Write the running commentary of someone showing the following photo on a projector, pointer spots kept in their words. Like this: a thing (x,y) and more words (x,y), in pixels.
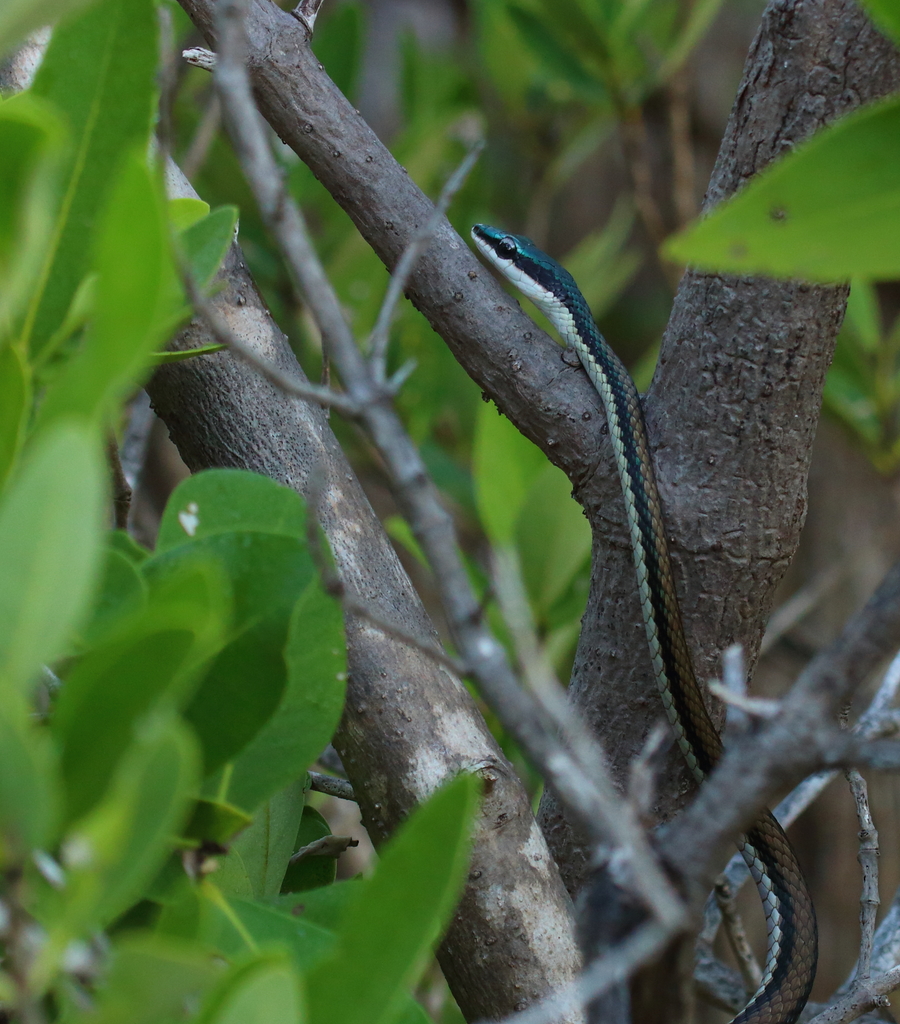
A snake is there on a tree (718,553) it is in brown color. On the left side (137,989) there are green color leaves (257,1007).
